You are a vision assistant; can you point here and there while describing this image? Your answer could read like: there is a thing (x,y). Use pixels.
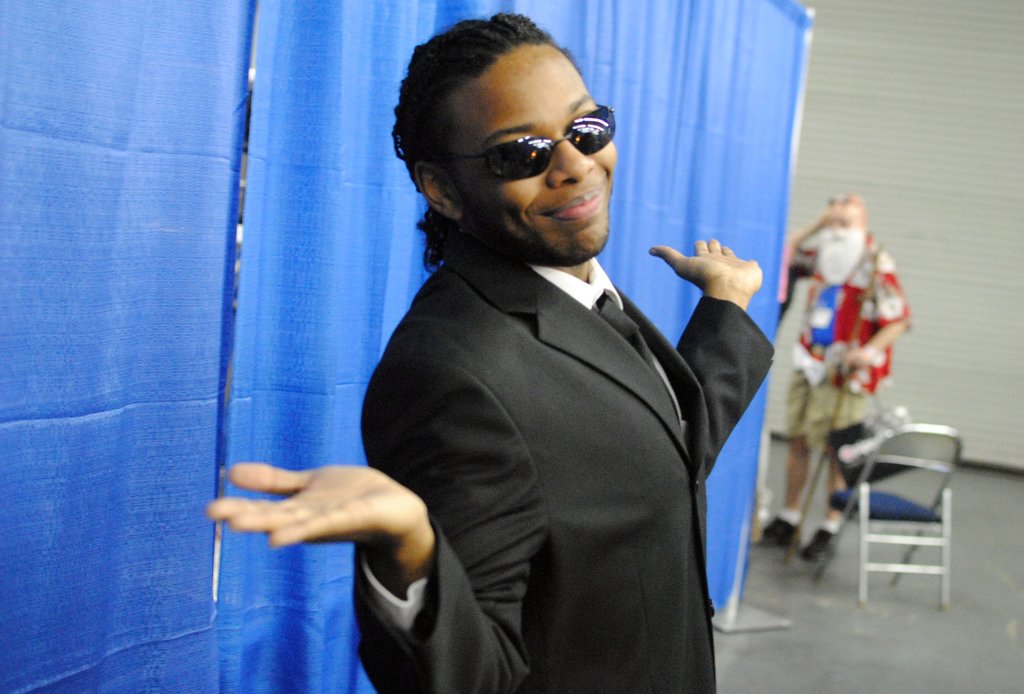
In this image there is a man (551,552) standing on the floor (729,652) by wearing the black colour suit (622,483). In the background (276,249) there is a blue curtain (259,268). On the right side (916,467) there is a chair (872,509) on the floor (909,585). Beside the chair (876,449) there is an old man (833,327).
